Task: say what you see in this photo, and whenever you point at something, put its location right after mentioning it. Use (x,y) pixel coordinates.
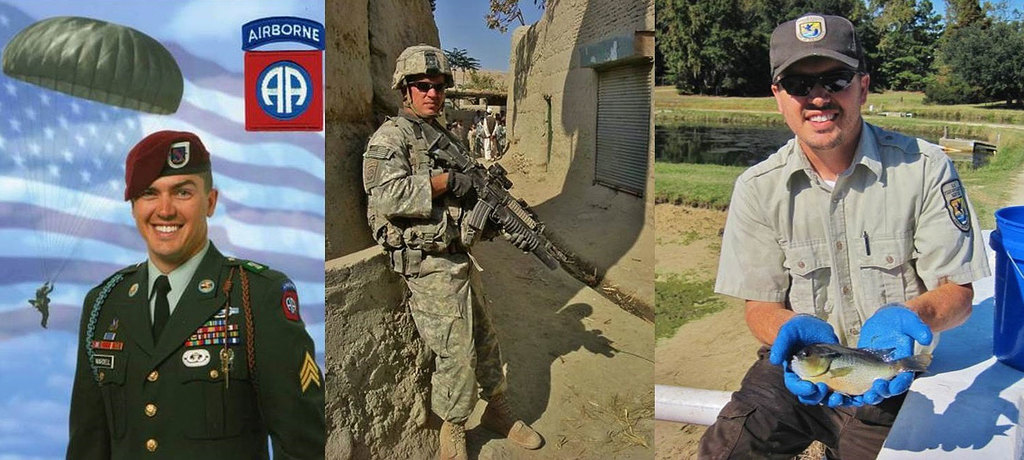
It is a collage picture. In this image, we can see few people (881,208). Few are holding some objects (827,366) and wearing caps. On the left side (39,288), we can see a parachute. Right side of the image (1001,192), we can see few trees (1007,84), plants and grass (723,178). Here there is a bucket (1013,293). In the middle of the image (587,185), we can see wall (591,179), shutter (605,134), group of people (478,120).
